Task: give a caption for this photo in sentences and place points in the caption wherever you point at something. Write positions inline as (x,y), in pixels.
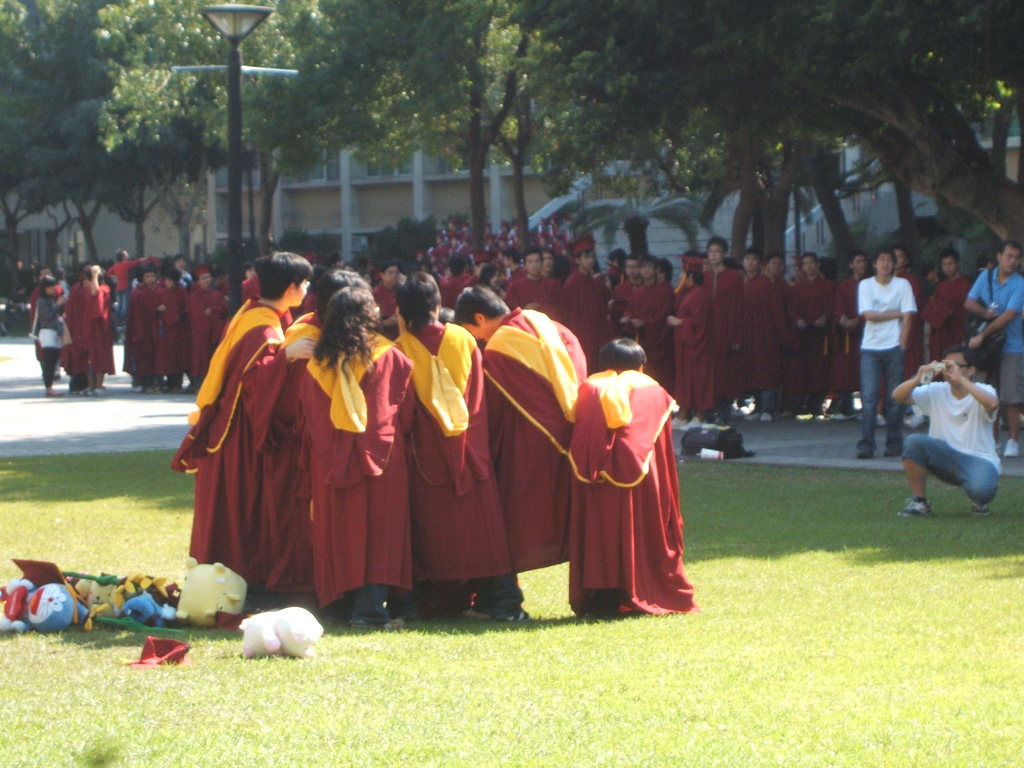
In this image we can see many people (762,333). On the ground (610,679) there is grass (626,686). Also there are toys (213,612). In the background (324,117) there are trees (556,167). And there is a wall (349,187). And there is a light pole (231,139).
